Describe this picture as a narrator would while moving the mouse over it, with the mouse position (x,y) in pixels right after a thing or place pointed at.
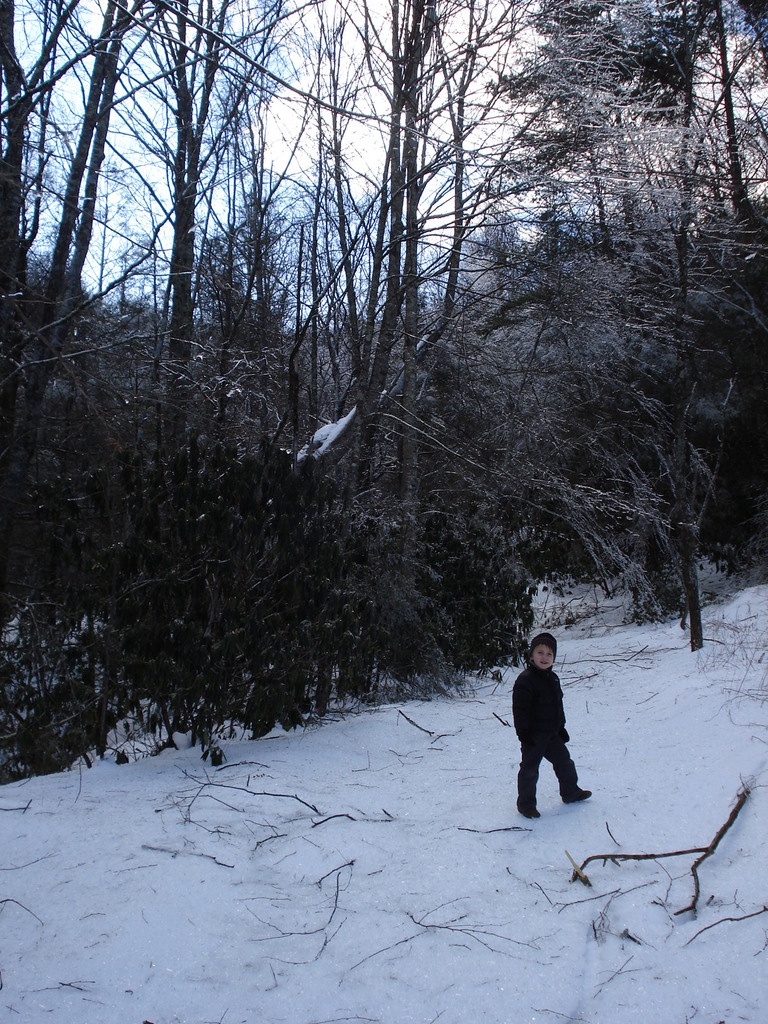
In this image we can see child (574,791) standing on the snow (468,822), twigs (369,816) on the snow (392,827), trees (401,499) and sky (356,184).
